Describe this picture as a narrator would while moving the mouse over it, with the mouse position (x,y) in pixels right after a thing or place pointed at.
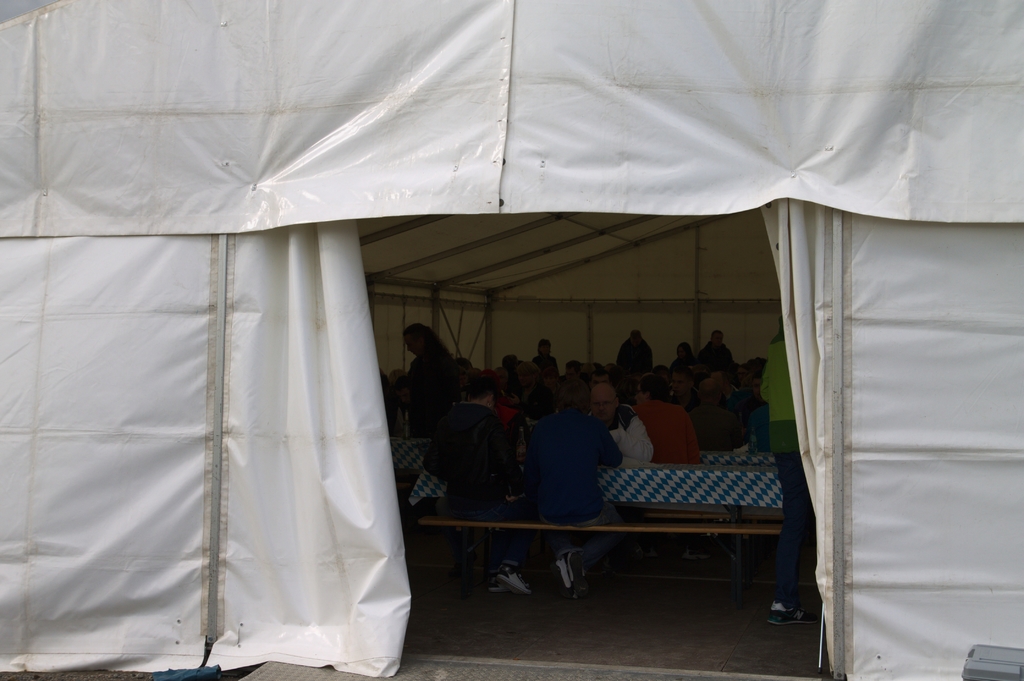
In this image there are some persons (539,460) sitting on the benches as we can see in middle of this image (544,445) and there is a tent (460,297) which is in white color as we can see at top of this image (431,192).
